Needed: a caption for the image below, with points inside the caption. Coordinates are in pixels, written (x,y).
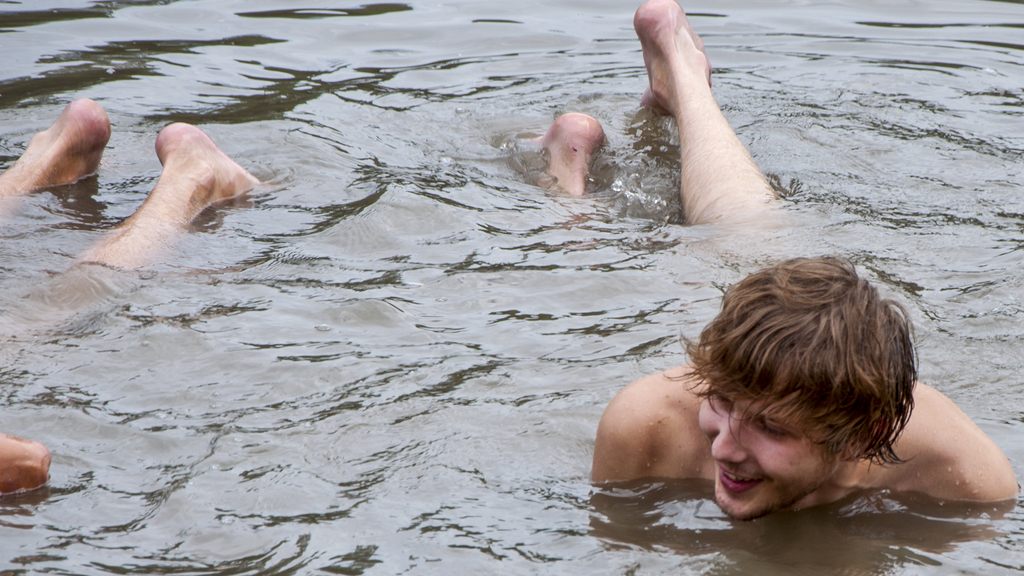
In this image I can see two persons (819,399) in the water (526,278) among them this man (751,343) is smiling.
